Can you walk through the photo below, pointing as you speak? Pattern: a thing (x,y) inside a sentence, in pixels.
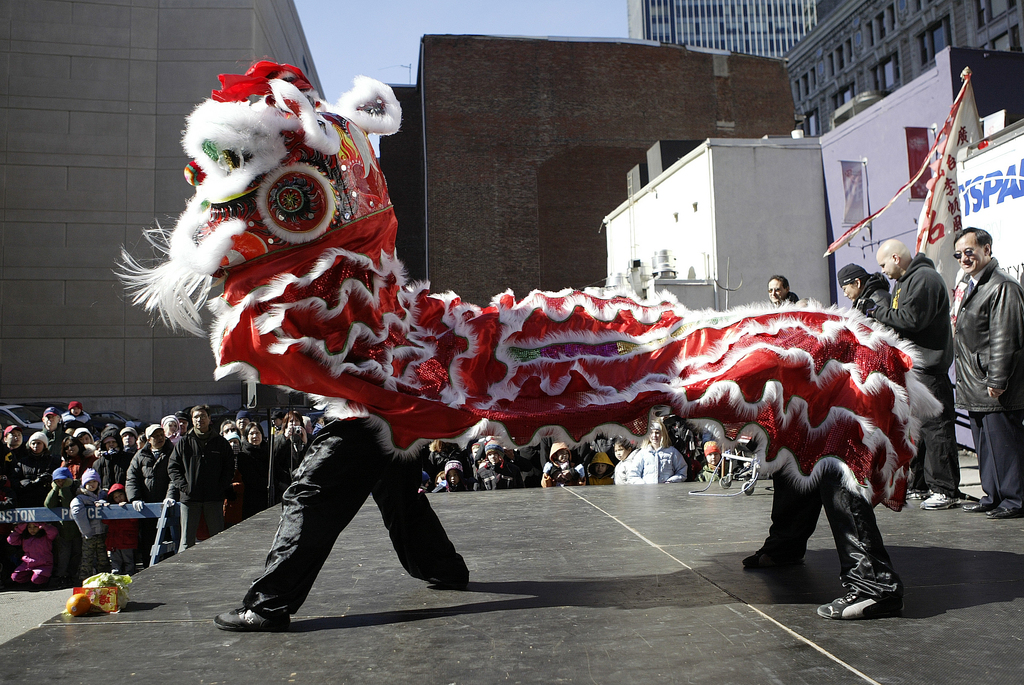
In this image we can see a group of people (220,464) standing near the stage (545,510). There are few people (573,428) on the stage (166,584). We can see few people (416,530) wearing costumes (815,448). We can see the sky (421,28) in the image. There is a barrier (91,516) in the image. There are few objects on the stage (569,515).
